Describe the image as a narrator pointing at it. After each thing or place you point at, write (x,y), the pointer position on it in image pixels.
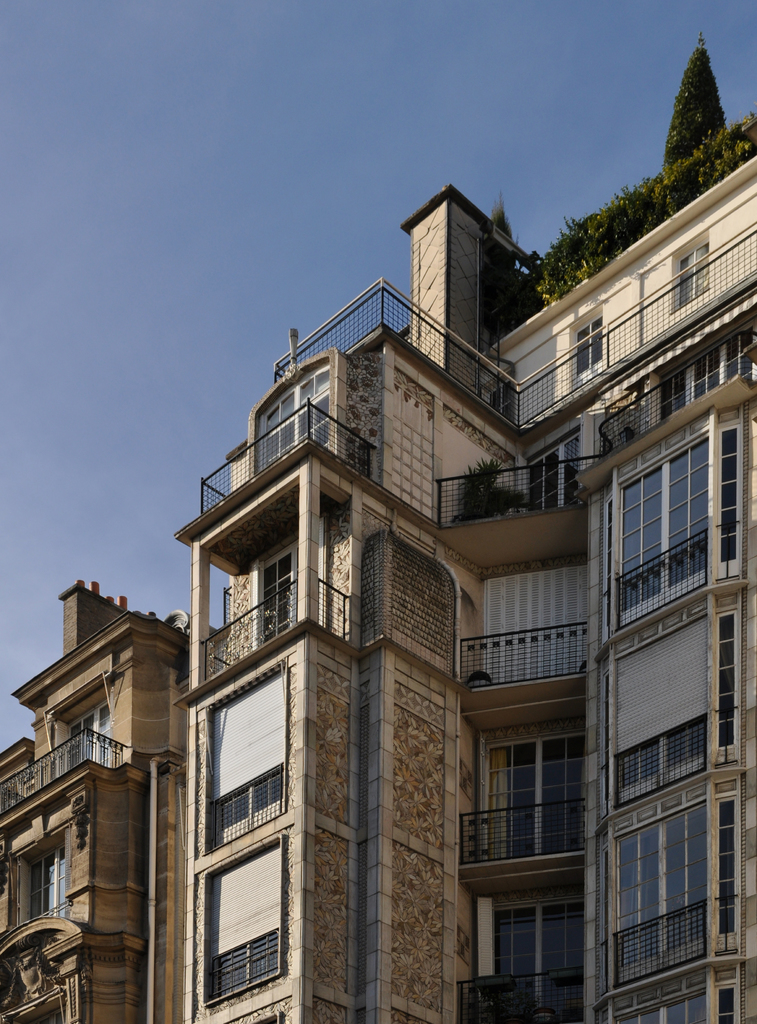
In this picture I can see buildings (409,680) and few plants (575,247) and I can see blue sky (462,178).
